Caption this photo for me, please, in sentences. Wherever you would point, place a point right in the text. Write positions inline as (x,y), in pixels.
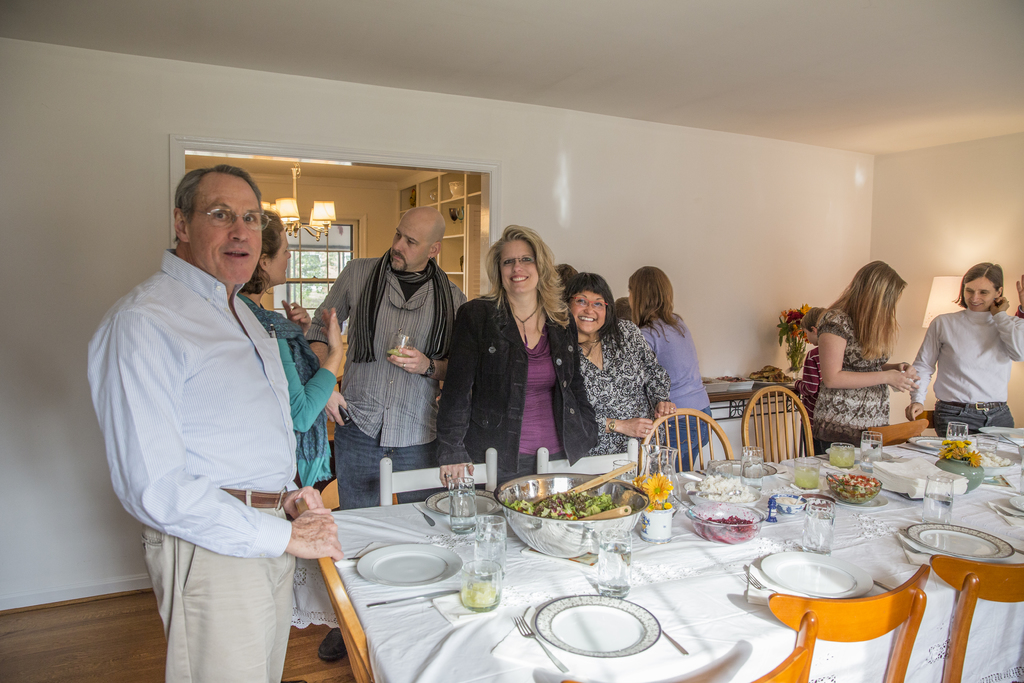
This picture is clicked inside the room (171,101). Here, we see many people (276,390) standing in the room (724,306). In front of the picture, we see a table (682,577) which is covered with a white cloth (761,634) and on the table (410,622), we see plate (447,558), glass (481,519), bowl (552,490) containing food (595,503), flower pot (648,537), tissue paper (889,479) are placed on it and we see chairs (757,414) are placed around this table (707,656) and behind this, we see another room (385,179) and window (341,265). On the right top of the picture (857,147), we see the roof (895,124) of the room (896,93).
